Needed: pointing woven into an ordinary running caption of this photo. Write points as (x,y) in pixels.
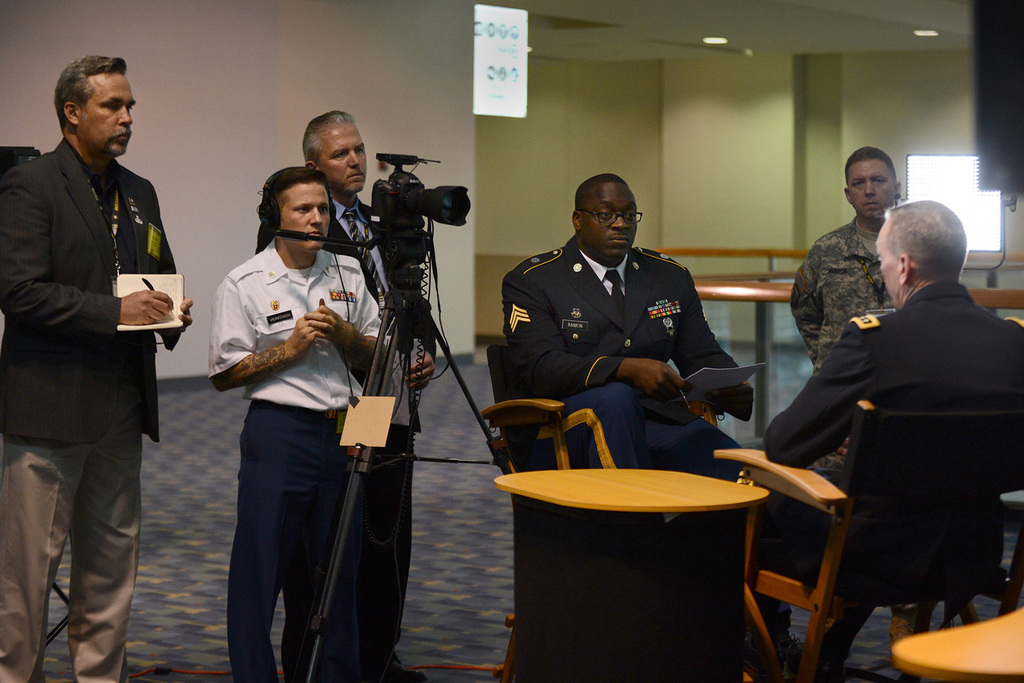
It is taken in a closed room (440,576) where at the right corner (938,377) the person (895,560) is sitting on the chair (840,505) wearing a black dress (901,381) in front of him another person (636,442) is sitting on the chair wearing a black dress (575,380) and holding papers (701,385) and beside there is a person (343,187) standing behind the camera (386,189) and beside him another person (287,401) is standing wearing a white shirt (243,320) and headphones (266,224) on him, beside at the left corner of the picture (37,211) there is one person (118,353) standing and writing the notes (158,316) and behind them there is a big wall (439,120) and at the right corner of the picture (970,241) there is a big light (964,206) focused on them.
